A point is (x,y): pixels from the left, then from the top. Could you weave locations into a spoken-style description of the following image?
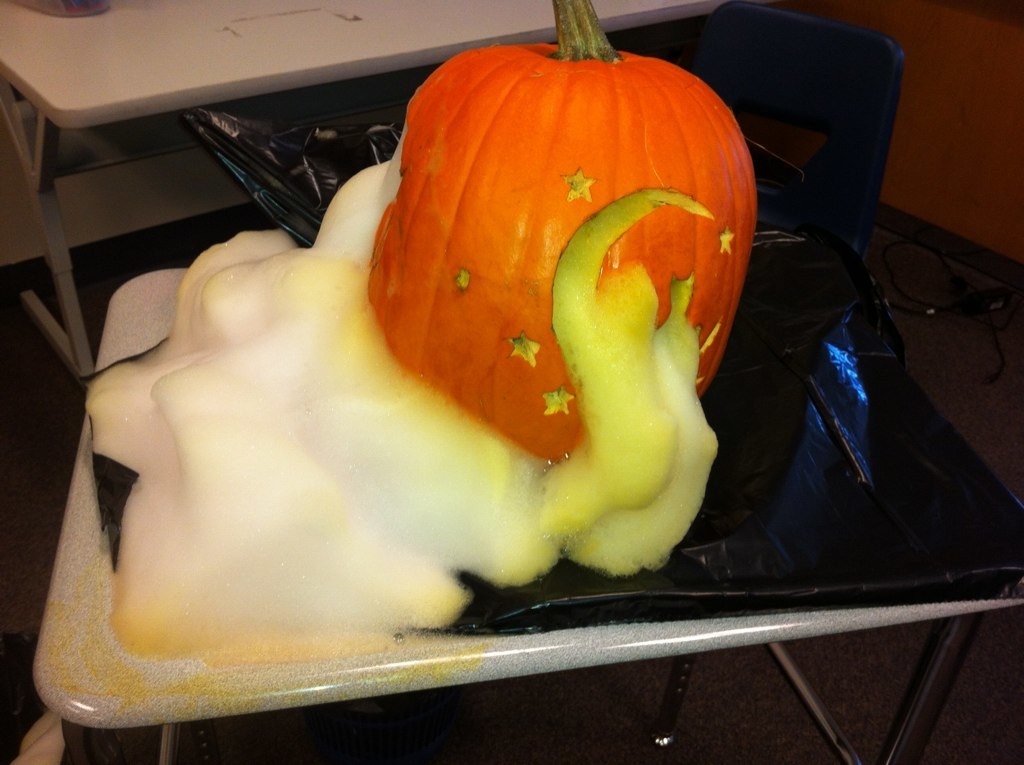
In this picture we can see a pumpkin (546,328), foam (578,273) and a black object (743,582) on a table (591,662). We can see a few wires (903,288) on the ground (991,325). There is a chair (819,161) and an object (65,9) is visible on another table (39,46) in the background (121,55).
